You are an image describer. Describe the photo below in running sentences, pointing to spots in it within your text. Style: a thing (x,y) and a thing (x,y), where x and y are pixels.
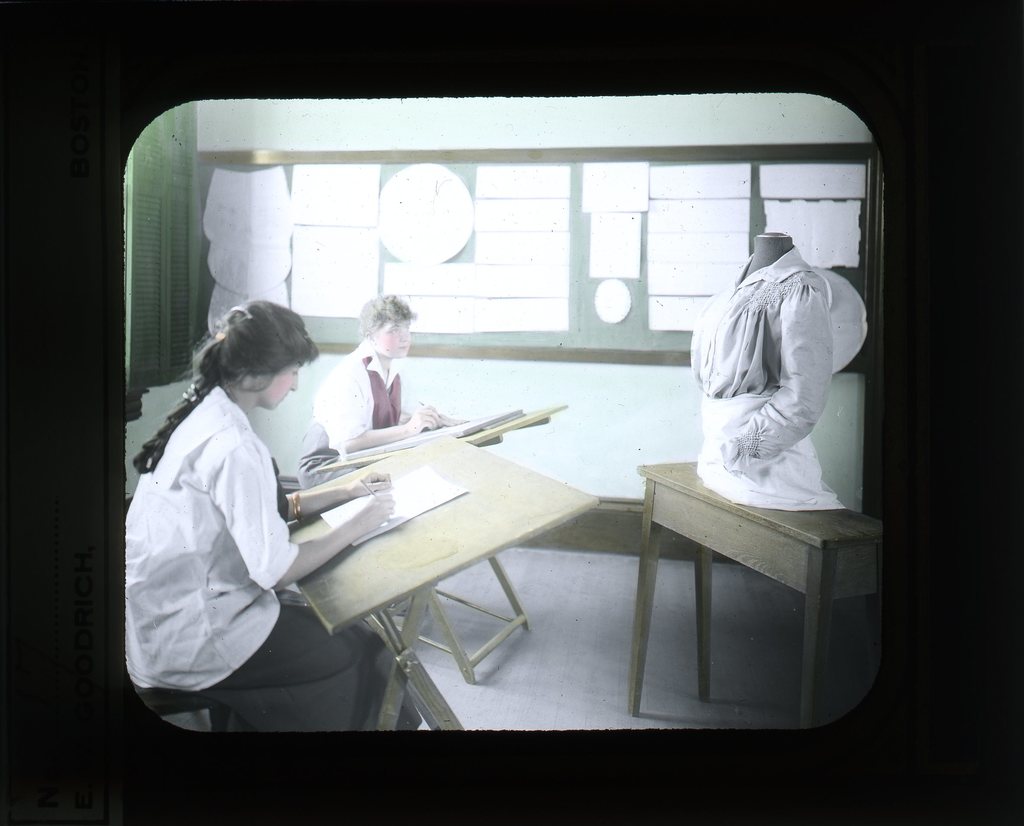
In this image I can see a glass (312,463). Inside the glass (411,387) I can see two people (348,402) and a mannequin (789,337). These people (375,393) are wearing the white shirts (140,523) they are sitting in front of the table (401,584). On the table (408,534) there is a paper (397,509) and they are holding a pen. In the back (382,215) there are papers (650,287) attached to the board (552,332).
